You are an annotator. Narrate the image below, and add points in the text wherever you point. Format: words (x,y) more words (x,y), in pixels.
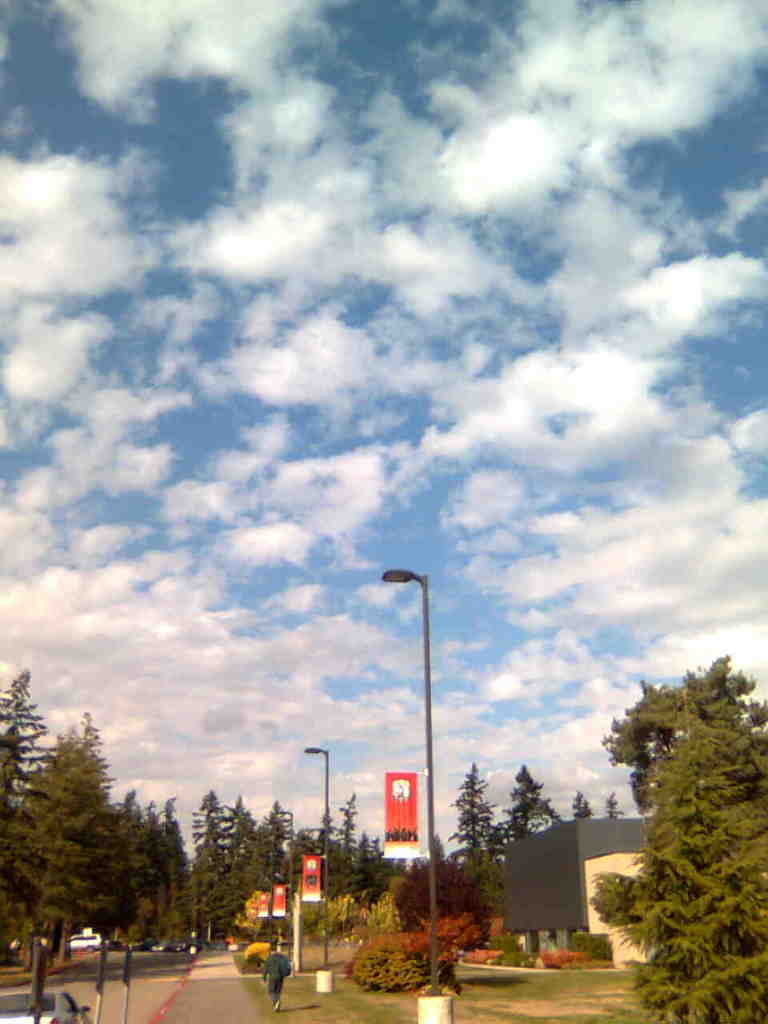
There is one person (277,973) standing at the bottom of this image (287,978) and there are some trees (457,874) in the background (109,900). There is a building (579,886) on the right side of this image (554,923). There is a cloudy sky (340,473) at the top of this image (356,320).
